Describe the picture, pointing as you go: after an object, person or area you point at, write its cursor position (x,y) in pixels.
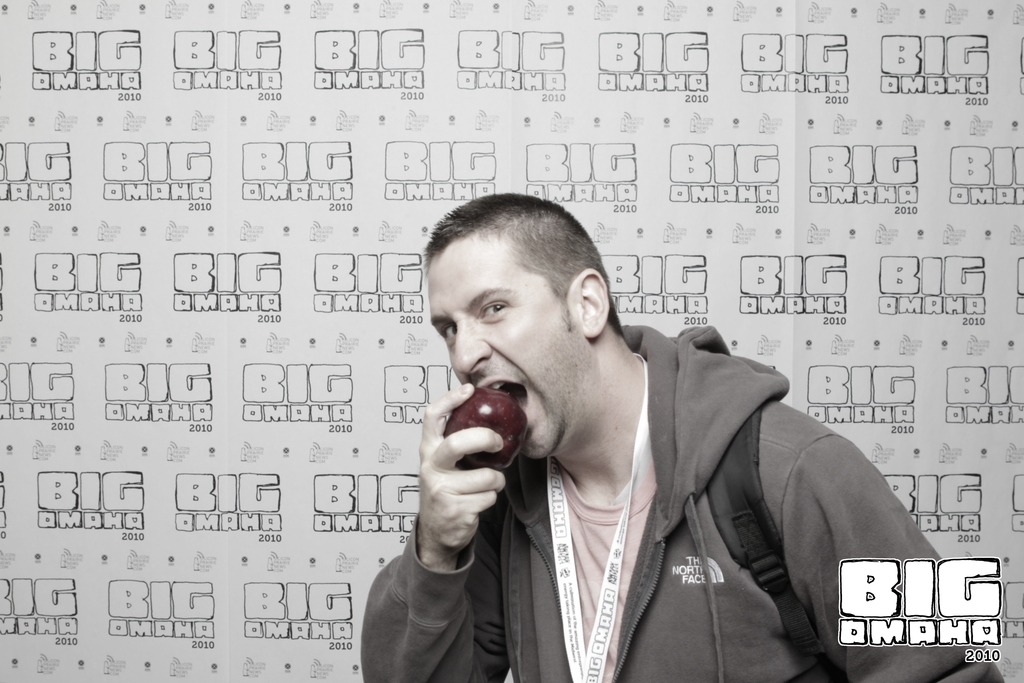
In this image I can see a man (461,572) and I can see he is wearing hoodie (674,480). I can also see he is holding a red colour apple (520,416). In the background (531,168) I can see something is written at many places.
